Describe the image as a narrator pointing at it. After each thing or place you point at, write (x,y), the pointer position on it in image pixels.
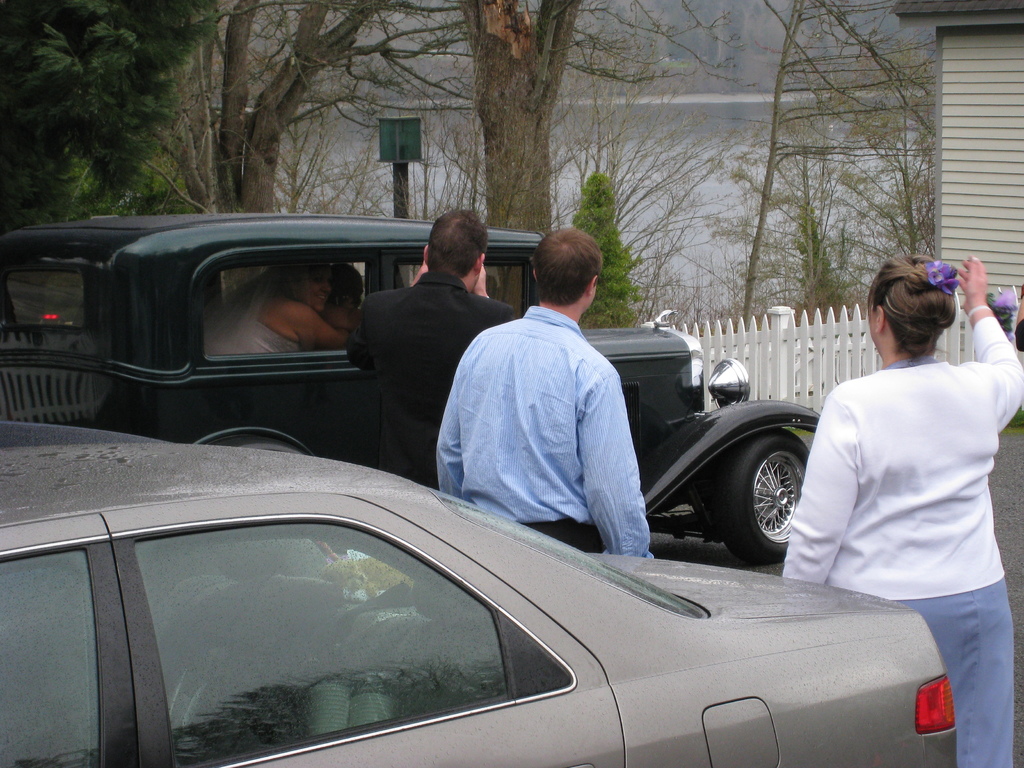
In this picture there are two cars (404,561) among them one is the black car (112,299) in which there is a lady (272,299) and outside the car (110,284) there are three people (989,358) standing and some plants (598,197), trees (592,150) and water (589,165).
